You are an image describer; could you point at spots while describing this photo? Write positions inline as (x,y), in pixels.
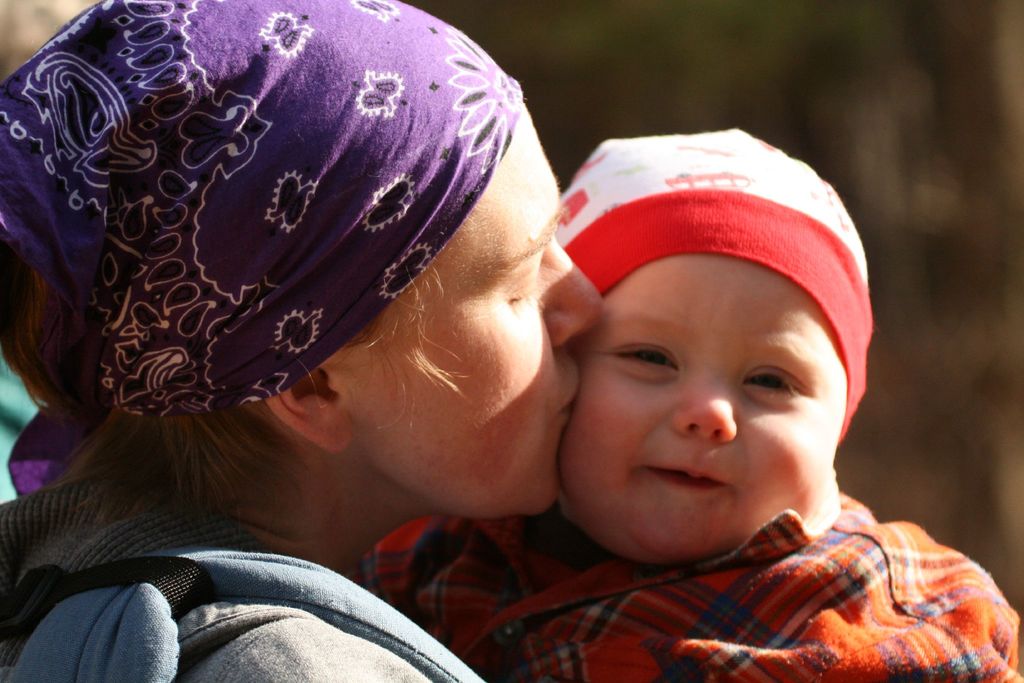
In this image I can see a person (299,547) kissing a baby (638,459). The baby (666,488) is smiling. The background (918,165) is blurred.
